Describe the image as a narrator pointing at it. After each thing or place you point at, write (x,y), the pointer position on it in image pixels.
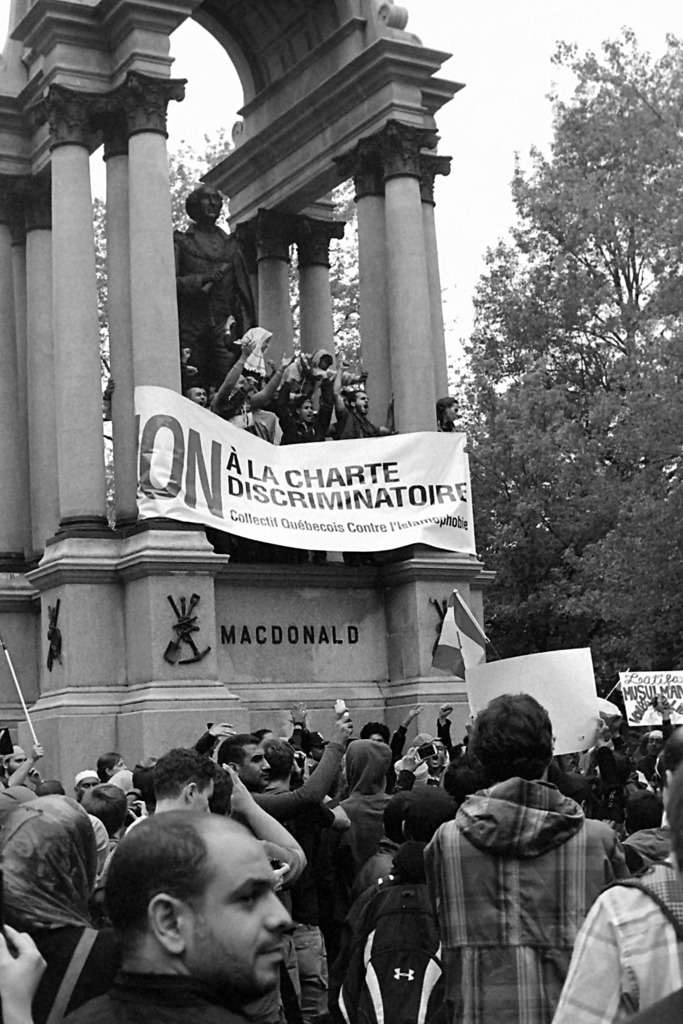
This is the black and white picture, there are many people (296,819) on the land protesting holding banners (555,705) and flags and behind there is a statue (195,208) with people (246,407) standing in front of it with banners (160,427), on the right side (603,478) there is a tree (579,261).
